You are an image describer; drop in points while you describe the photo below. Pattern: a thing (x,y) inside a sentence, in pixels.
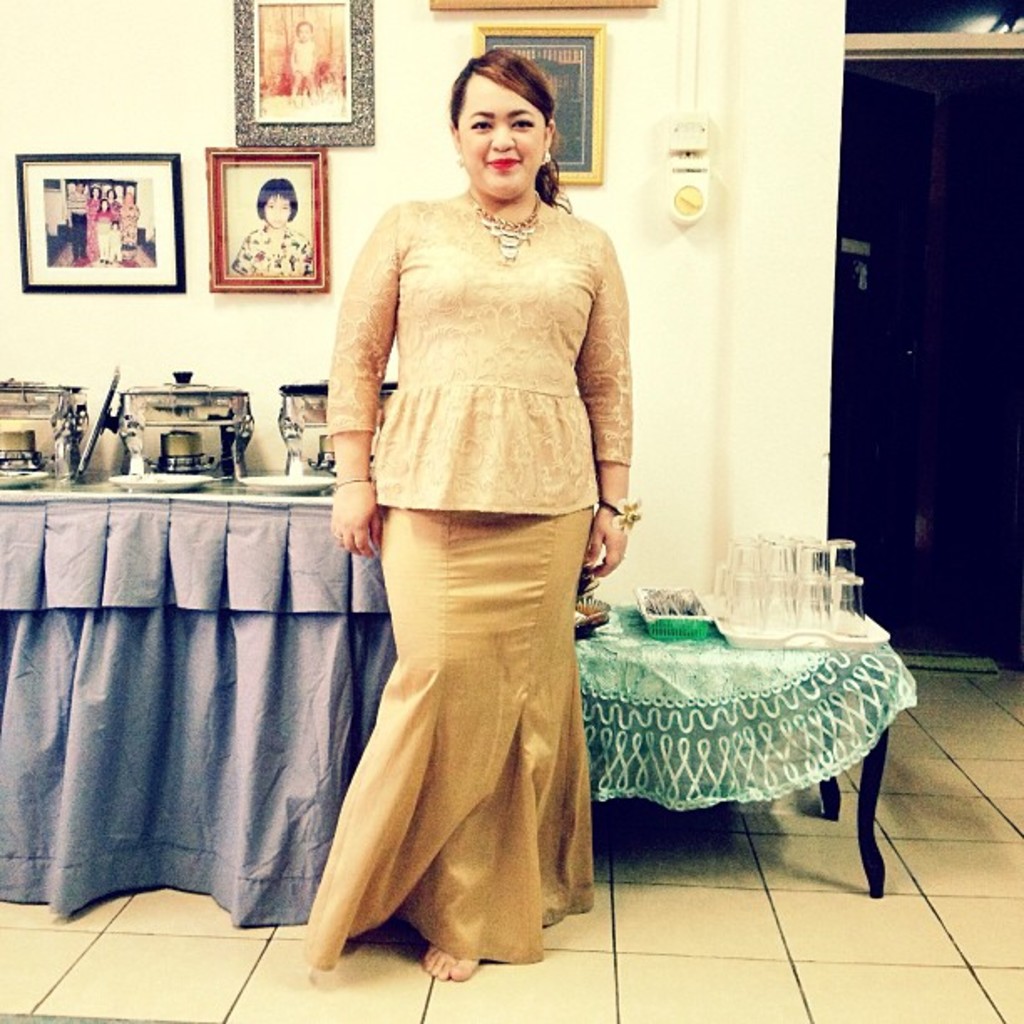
In this picture we can see woman (474,881) smiling and standing on floor (754,973) and beside to her we have tables (842,645) and on table (783,680) we can see dishes (162,428), plates (261,476), tray (811,638) with glasses (769,590), basket (667,619) with spoons (668,608) and in background (784,128) we can see way (938,209), wall (619,100) with frames (314,131).
